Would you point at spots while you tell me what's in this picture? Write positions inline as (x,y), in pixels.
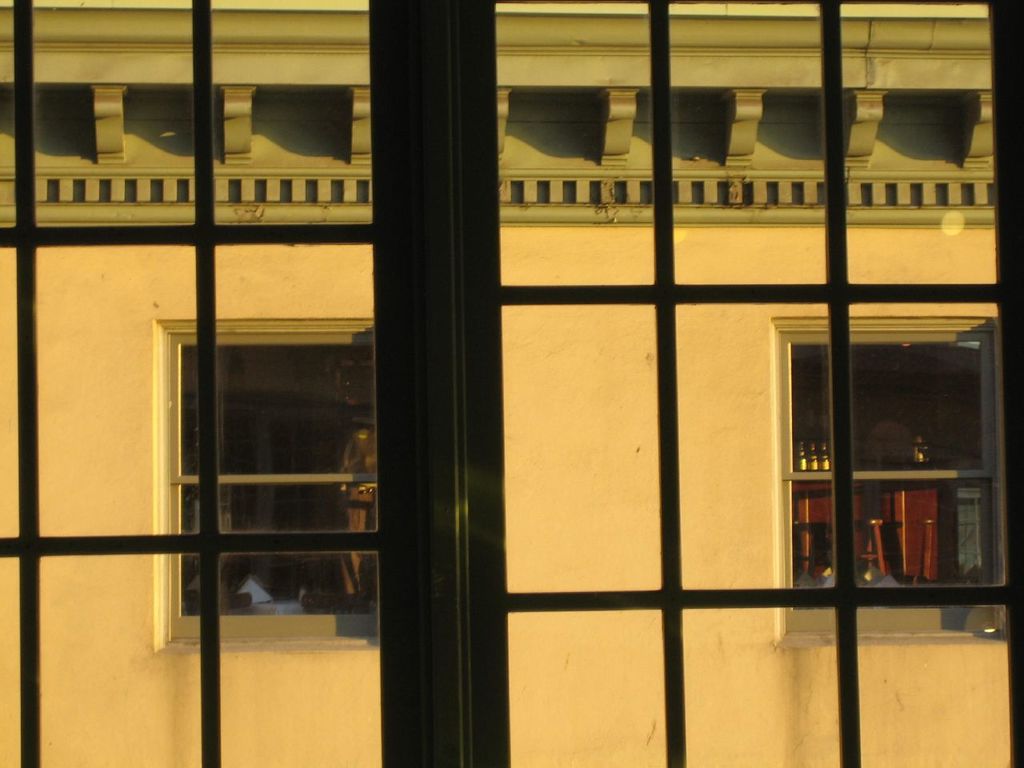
In this image I can see iron bars (609,293) in the front (111,242). In the background (606,405) I can see the wall (327,269), two windows (781,541) and through the windows (812,530) I can see few bottles (814,457), a table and few other things (813,488).
